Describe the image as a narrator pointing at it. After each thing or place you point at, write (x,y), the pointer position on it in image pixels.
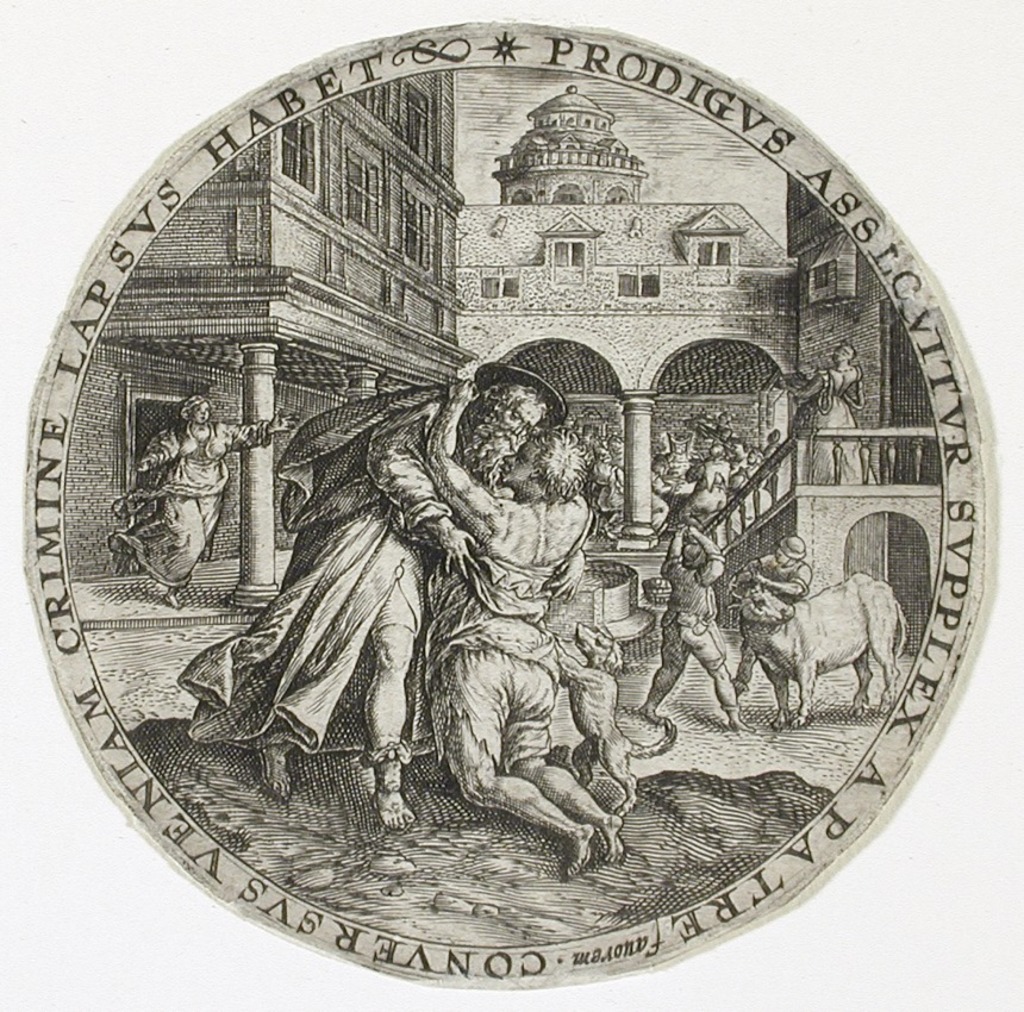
In this picture we can see a poster (662,625), which is circular in shape.
